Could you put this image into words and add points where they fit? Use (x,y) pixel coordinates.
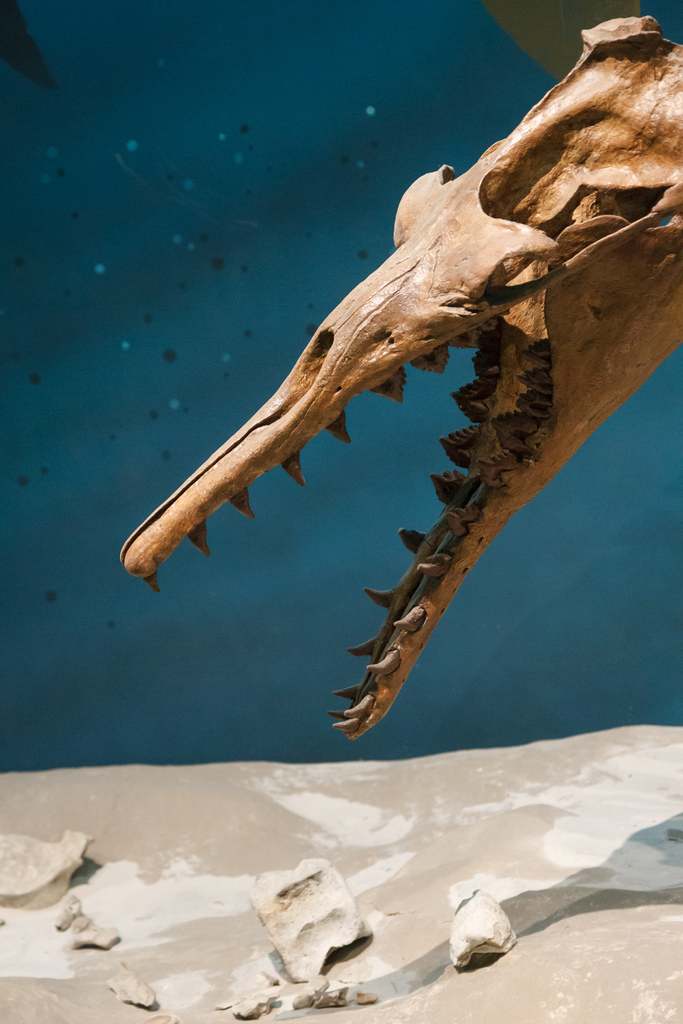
In this image we can see a skull (663,240) of an animal (508,297). In the background of the image (396,403) there is a blue background (671,393). At the bottom of the image (251,896) there is a white surface (357,963).
